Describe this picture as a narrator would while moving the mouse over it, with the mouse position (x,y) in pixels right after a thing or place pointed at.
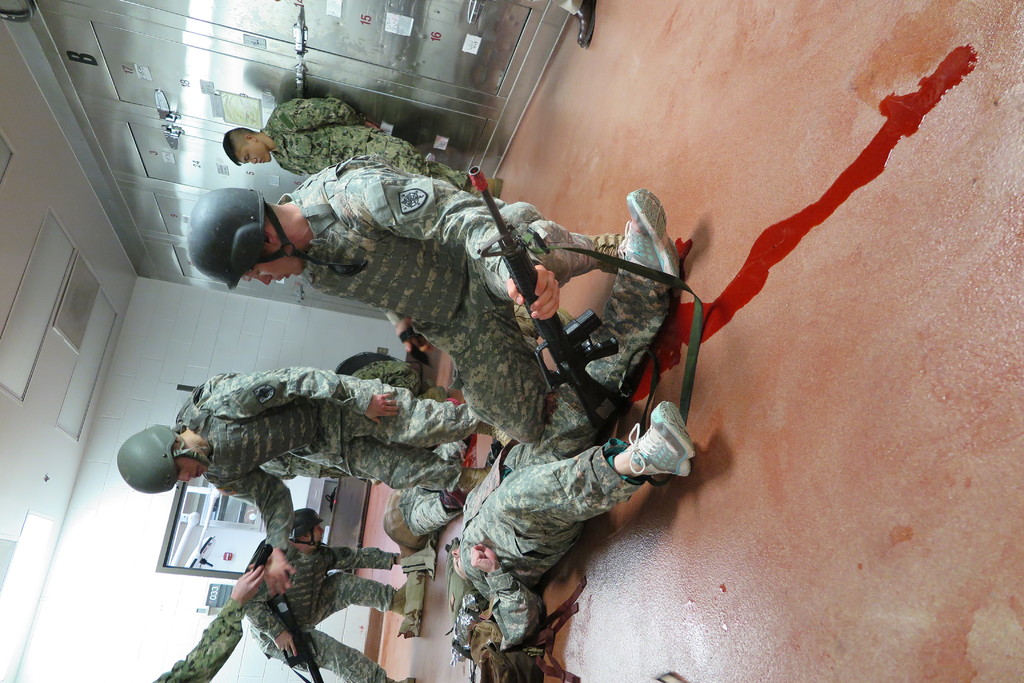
In this image, I can see two persons (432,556) lying on the floor (678,590), three persons (278,545) standing and two persons (455,301) in squat position. At the bottom of the image (220,667), I can see a person's hand (240,599). At the top of the image (350,87), I can see the cupboards (230,47). On the left side of the image (163,551), there is a window (207,547) and I can see the ceiling lights (60,275) attached to the ceiling (77,244).
